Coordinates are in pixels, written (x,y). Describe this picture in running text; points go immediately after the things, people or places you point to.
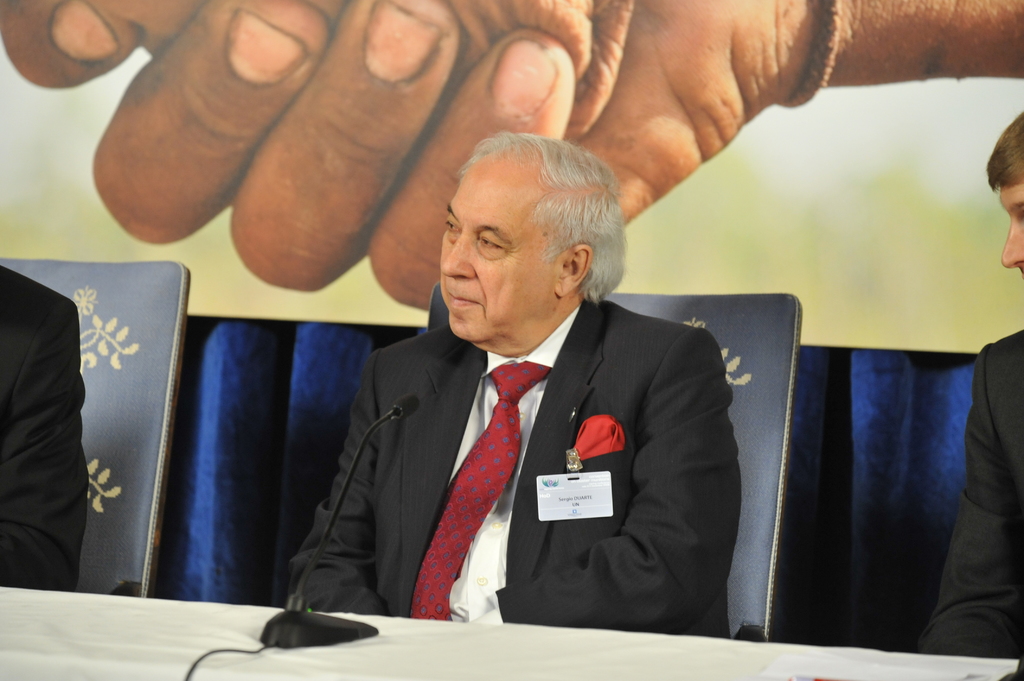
In the foreground of the picture (121,374) there are people (466,419), chairs (86,377), table (138,660), cable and an electronic gadget (302,630). In the background (374,98) we can see banner (263,155) and curtain (300,392).
